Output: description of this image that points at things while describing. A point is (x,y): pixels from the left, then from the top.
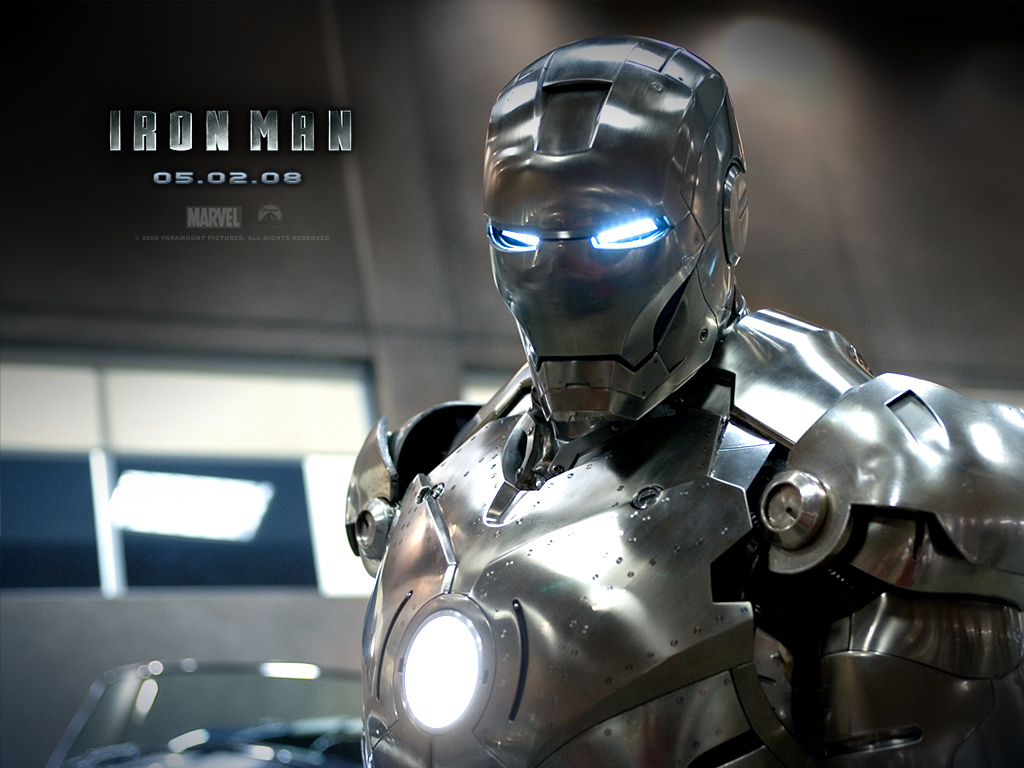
This image consists of a poster (468,710) with an image (589,493) and text (176,131) on it. In the background (267,379) there is a wall (287,269) with a window (177,560). On the right side of the image (694,523) there is a robot (592,339).
